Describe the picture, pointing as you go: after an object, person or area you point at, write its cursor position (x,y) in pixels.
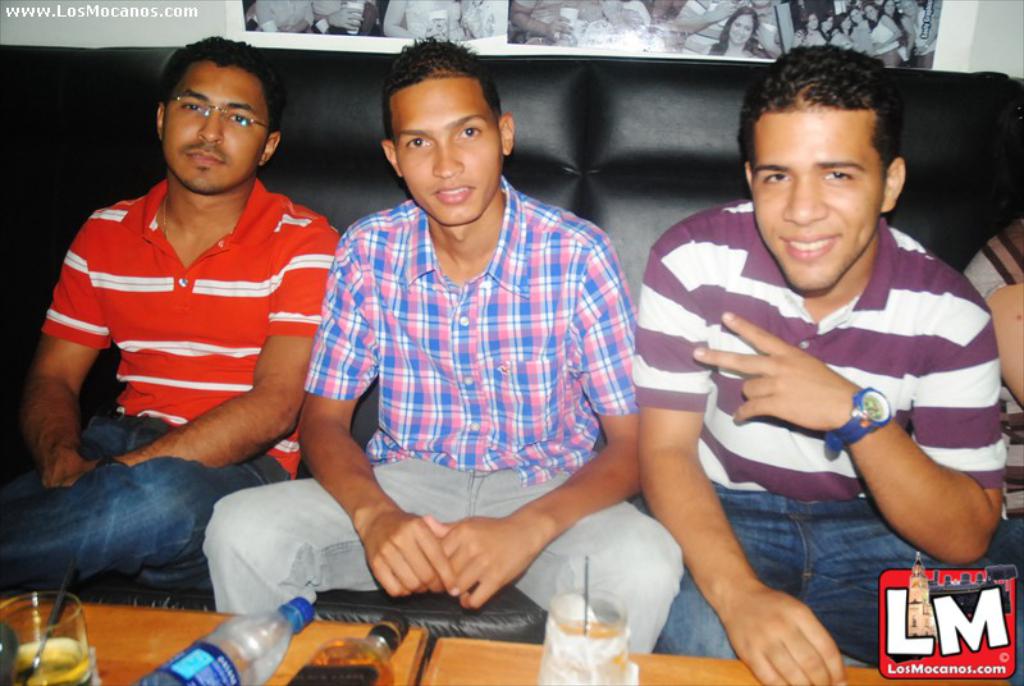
In this image, we can see three persons (600,358) sitting on a couch (476,620). At the bottom (492,653), we can see wooden objects (496,671), bottles (185,657) and glasses (562,628) with liquids (307,673). On the right side of the image (1015,302), we can see an arm (1013,318) of a person (1010,333) and logo (932,634). At the top of the image (563,20), we can see a wall (1007,22), poster (635,7) and watermark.
